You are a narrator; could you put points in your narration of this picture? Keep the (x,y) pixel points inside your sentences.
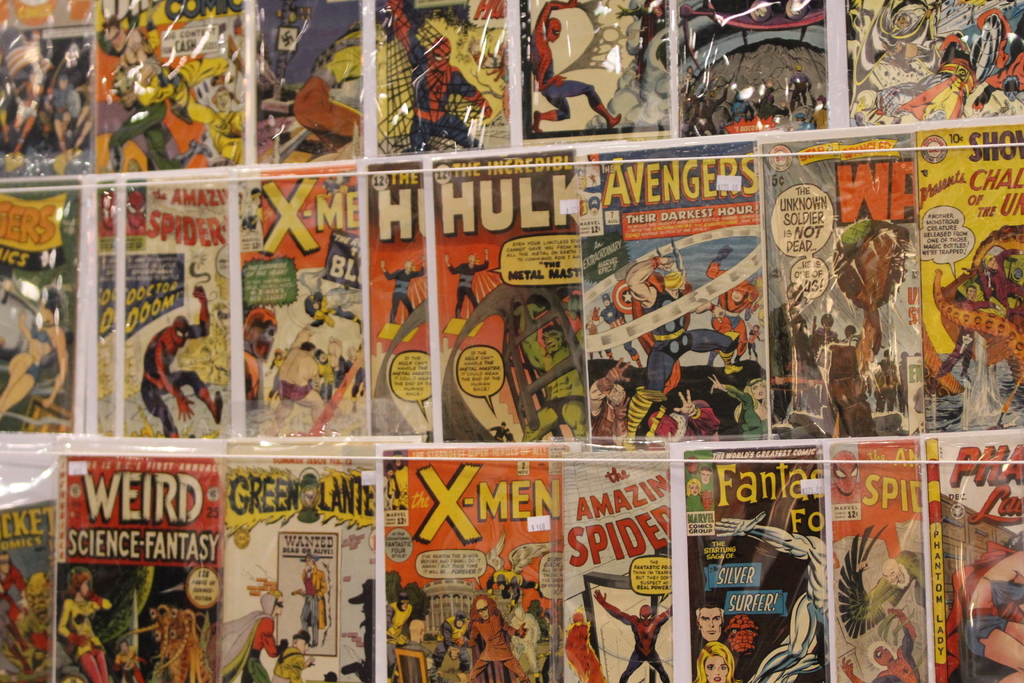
In the image there are a lot of comic books (602,96) kept one beside another.
